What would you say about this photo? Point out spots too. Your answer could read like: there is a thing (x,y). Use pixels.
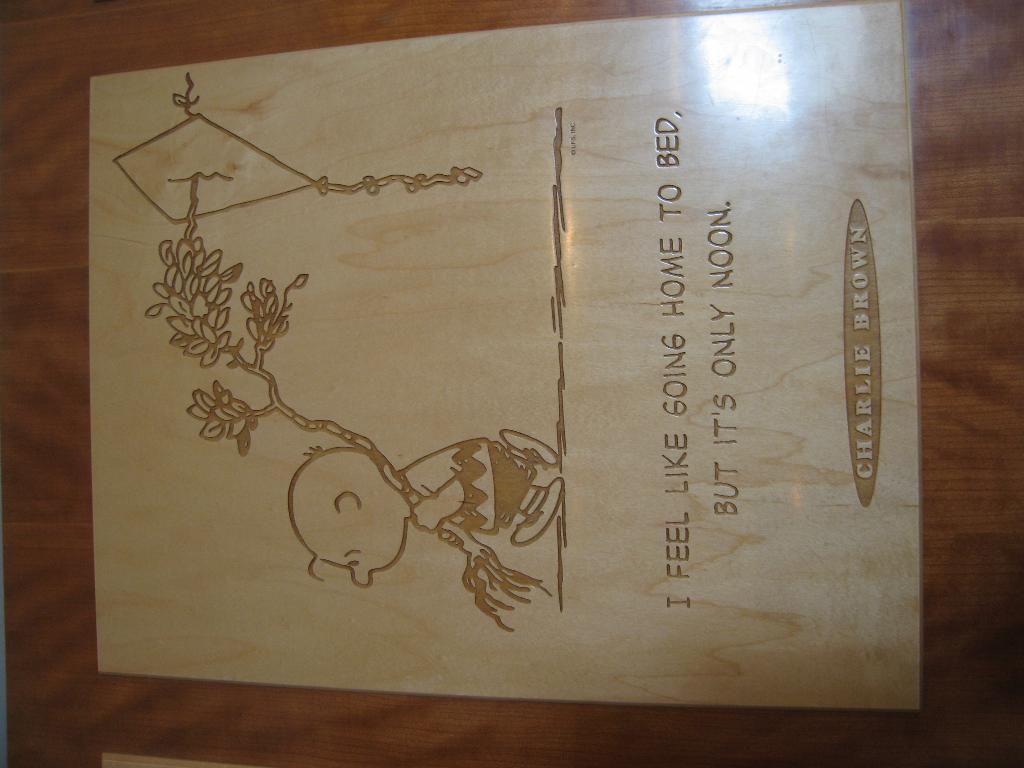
In this picture I can see the sketch (440,497) and the text (722,285) on a card (502,403).
